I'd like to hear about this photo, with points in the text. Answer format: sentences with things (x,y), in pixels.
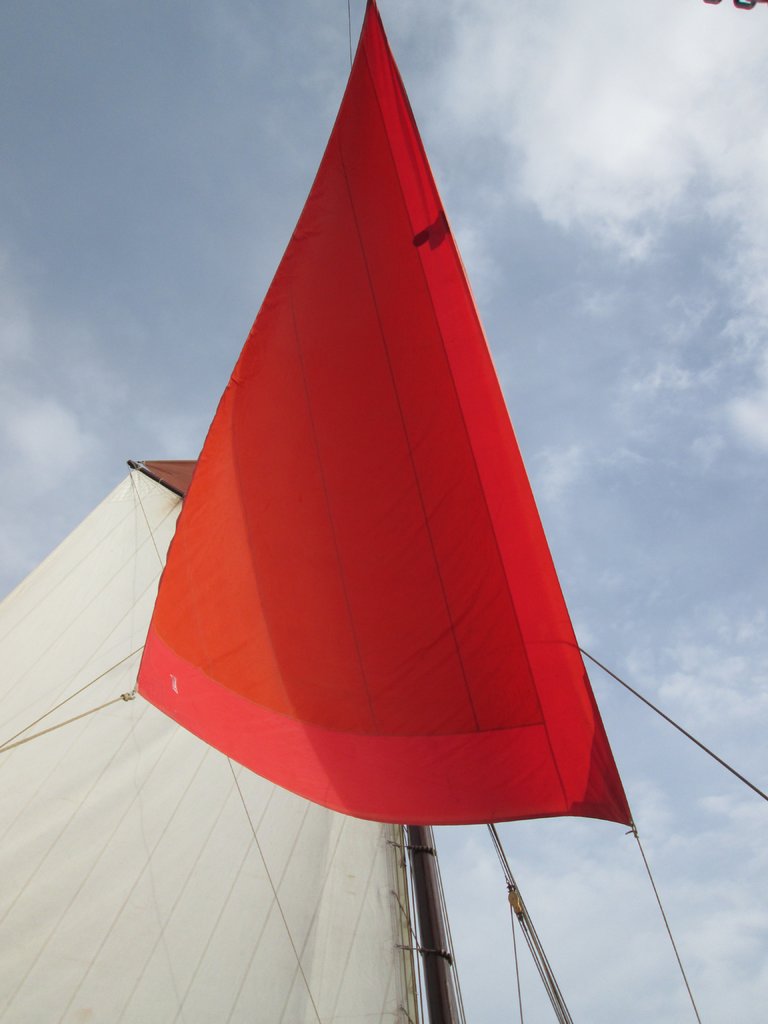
There is a red color sail (299,409), which is attached to the threads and a white color sail (217,861) which is attached to the pole (444,967). In the background (637,806), there are clouds (621,192) in the sky (691,589).
